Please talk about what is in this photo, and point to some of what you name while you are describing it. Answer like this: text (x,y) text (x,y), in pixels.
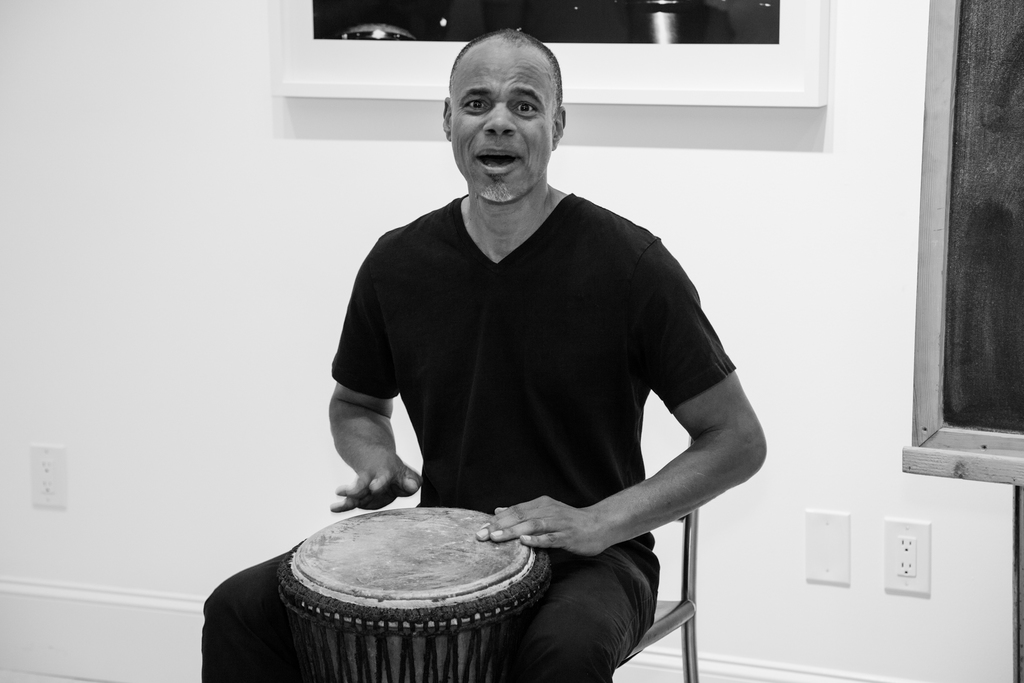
In this image I can see a man (500,492) is sitting on a chair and I can see he is holding a musical instrument (529,560). On the both sides of the image I can see few power sockets (924,556) on the wall (851,513). On the right side of the image (933,61) I can see a board (993,30) and on the top side of the image (755,18) I can see few things (562,28). I can also see this images black and white in colour.
